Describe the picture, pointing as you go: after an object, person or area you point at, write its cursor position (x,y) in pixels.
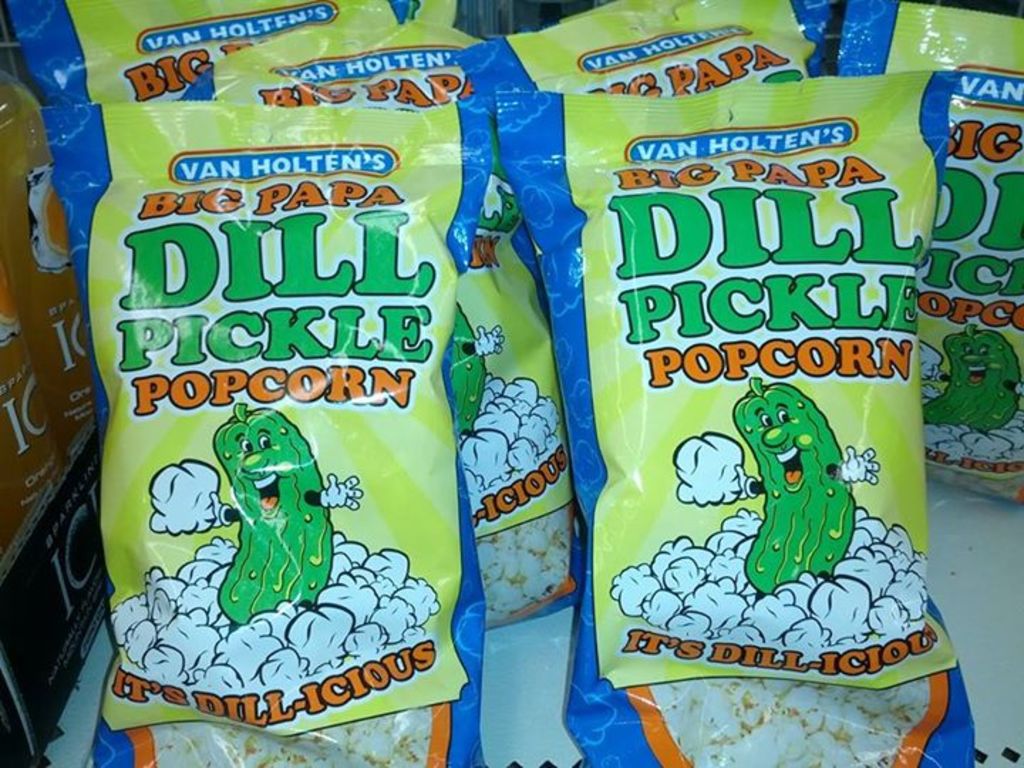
In this image we can see there are packets (395,526) with image (748,433) and text (630,185). And at the side there is a drink (69,407) in the bottle (75,299). And there is a black color object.
